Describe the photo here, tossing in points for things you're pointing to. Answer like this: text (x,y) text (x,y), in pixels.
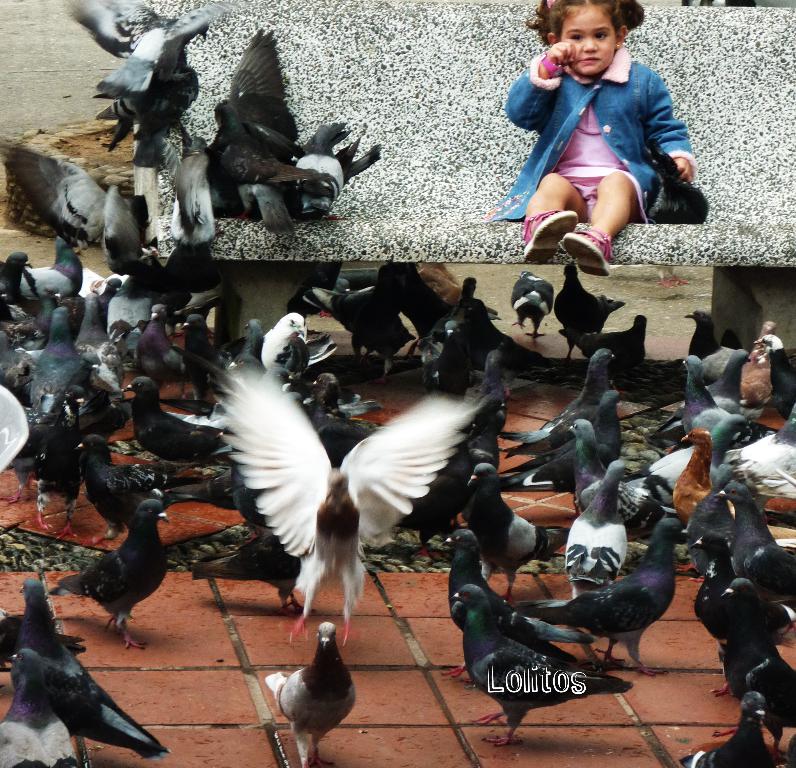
In the foreground (583,366) I can see flocks of birds (601,596) on the road (483,698). On the top (645,250) I can see a kid (534,244) is sitting on the bench (470,134). This image is taken during a day.
